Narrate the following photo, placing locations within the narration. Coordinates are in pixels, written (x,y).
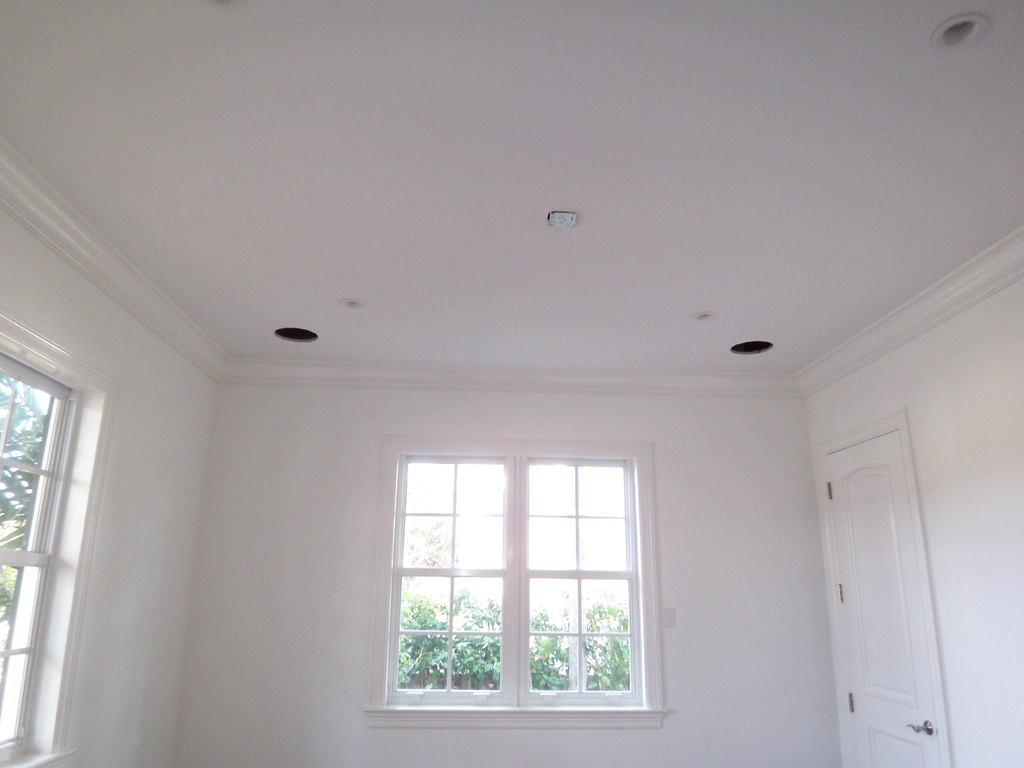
In this image there are windows (27,492) there is a door (881,620) on the right side (902,644) and there is a wall (706,510) which is white in colour, behind the windows (429,617) there are trees (407,636).
